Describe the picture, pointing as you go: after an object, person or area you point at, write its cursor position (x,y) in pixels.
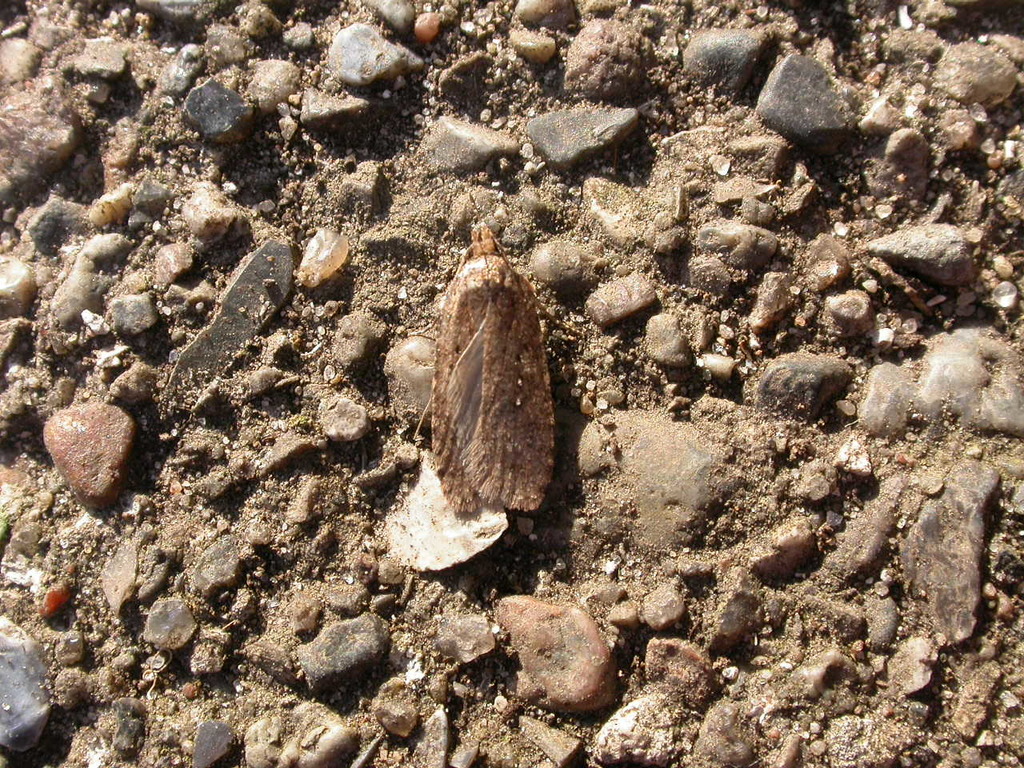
In this image, there are some stones (767,120), at the middle (451,458) there is a brown color insect (494,396) on the ground (407,447).
